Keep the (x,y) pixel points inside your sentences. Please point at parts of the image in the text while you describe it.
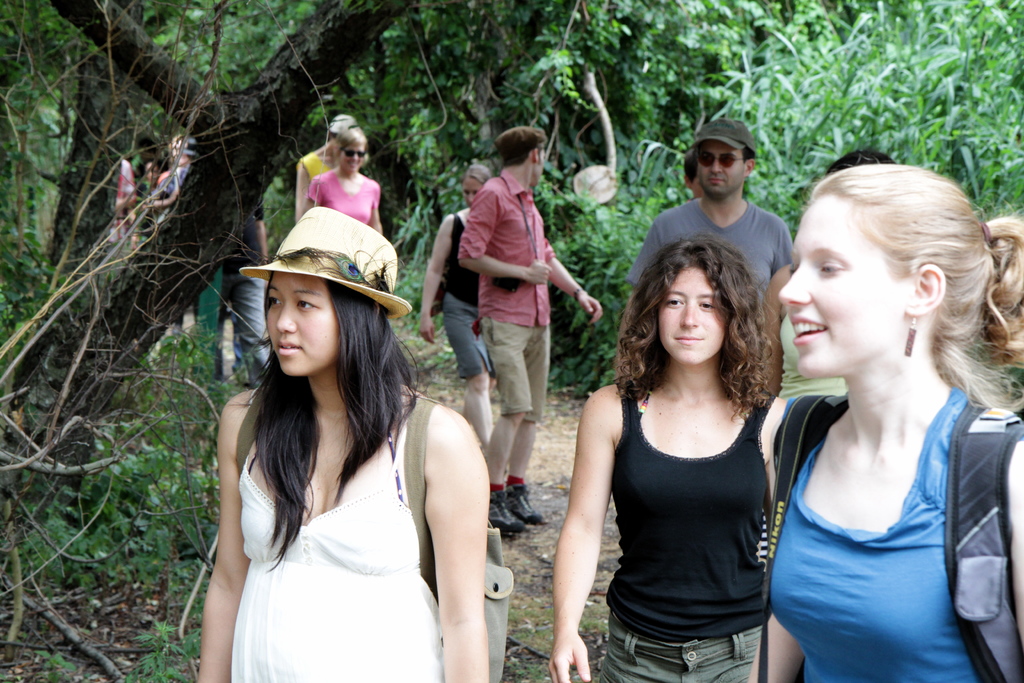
Here men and women (909,463) are walking, these are trees (194,43).
